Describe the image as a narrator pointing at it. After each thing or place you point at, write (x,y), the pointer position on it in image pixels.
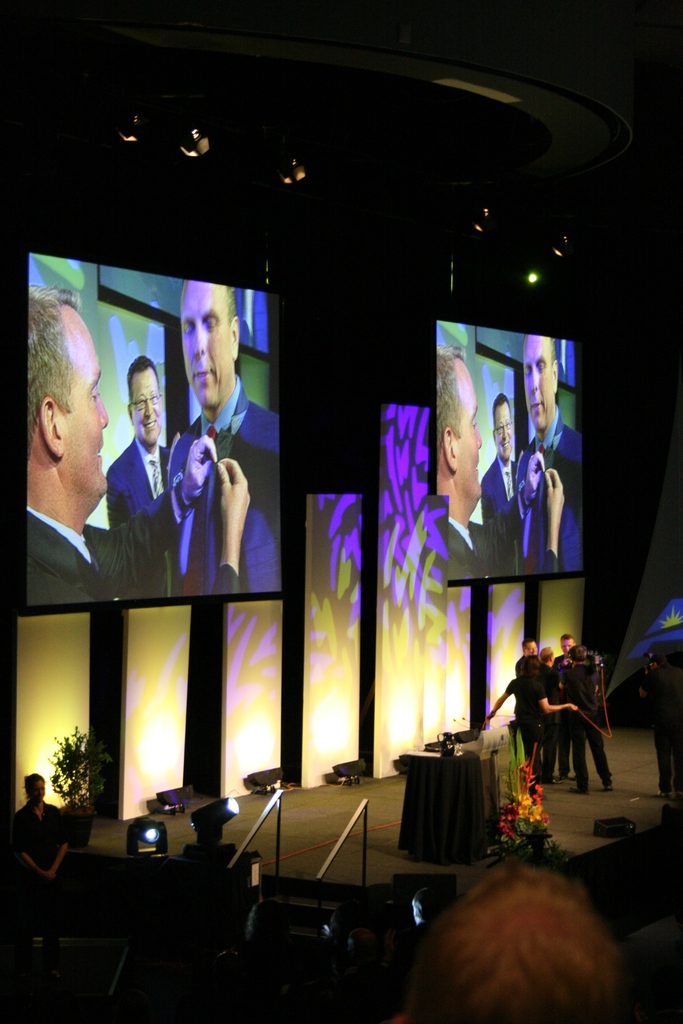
In the picture we can see a stage (396,799) on it, we can see a desk (479,782) and some people (568,778) standing beside it and behind them, we can see two screens (45,569) with the images (72,504) of them.
